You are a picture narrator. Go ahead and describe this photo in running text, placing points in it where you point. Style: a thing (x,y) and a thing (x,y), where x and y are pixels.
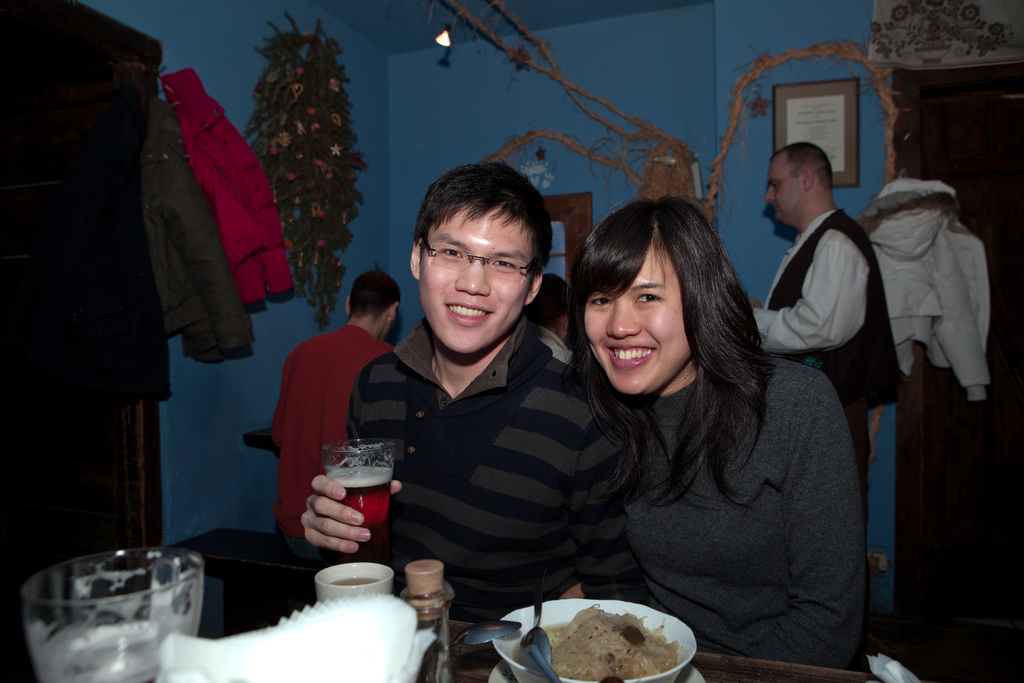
In this image we can see two persons (601,427) are sitting, a guy (528,498) is holding a glass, in front of them there is a table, on top of it, we can see a food item (582,641) and a spoon (545,674) in the bowl (520,634), there is a glass (119,617), tissue papers (281,639), bottle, cup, behind them there are few other people (323,388), also we can see some sweaters (988,307), coats (988,307), there is a closet (959,392) on the right side of the image (987,424), there is a photo frame (806,137), decorative item (344,207) and some other objects (550,206) on the wall (578,123), there is a light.
